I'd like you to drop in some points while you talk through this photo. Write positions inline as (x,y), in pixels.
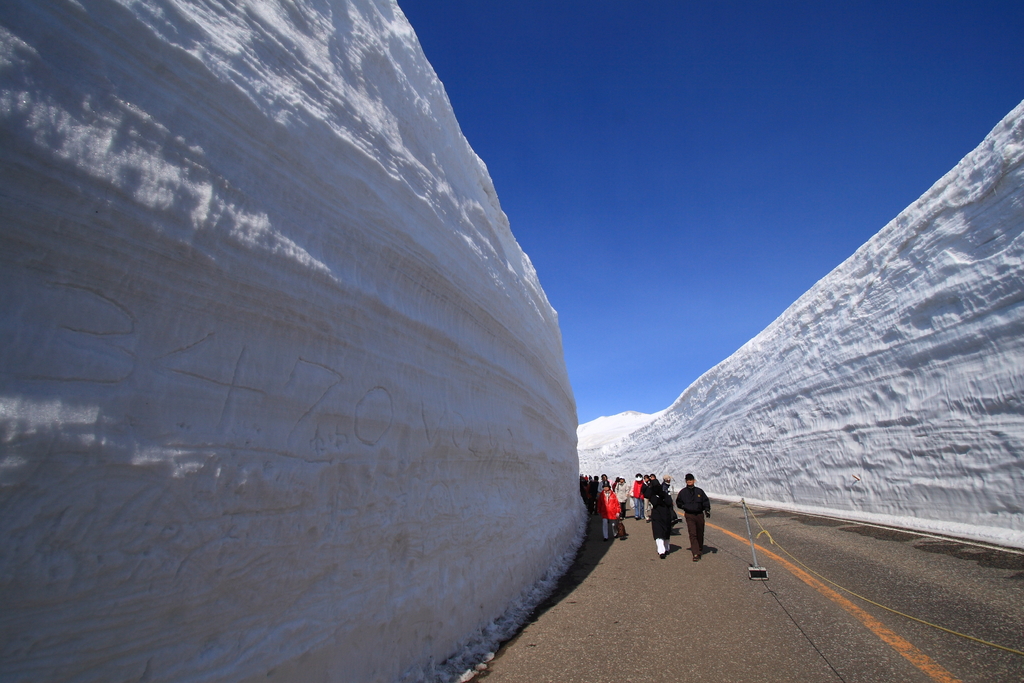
This picture describes about group of people (657,498), few people (663,519) are walking on the road (646,537), beside to them we can find a metal rod (743,507) in the middle of the road (705,574).
